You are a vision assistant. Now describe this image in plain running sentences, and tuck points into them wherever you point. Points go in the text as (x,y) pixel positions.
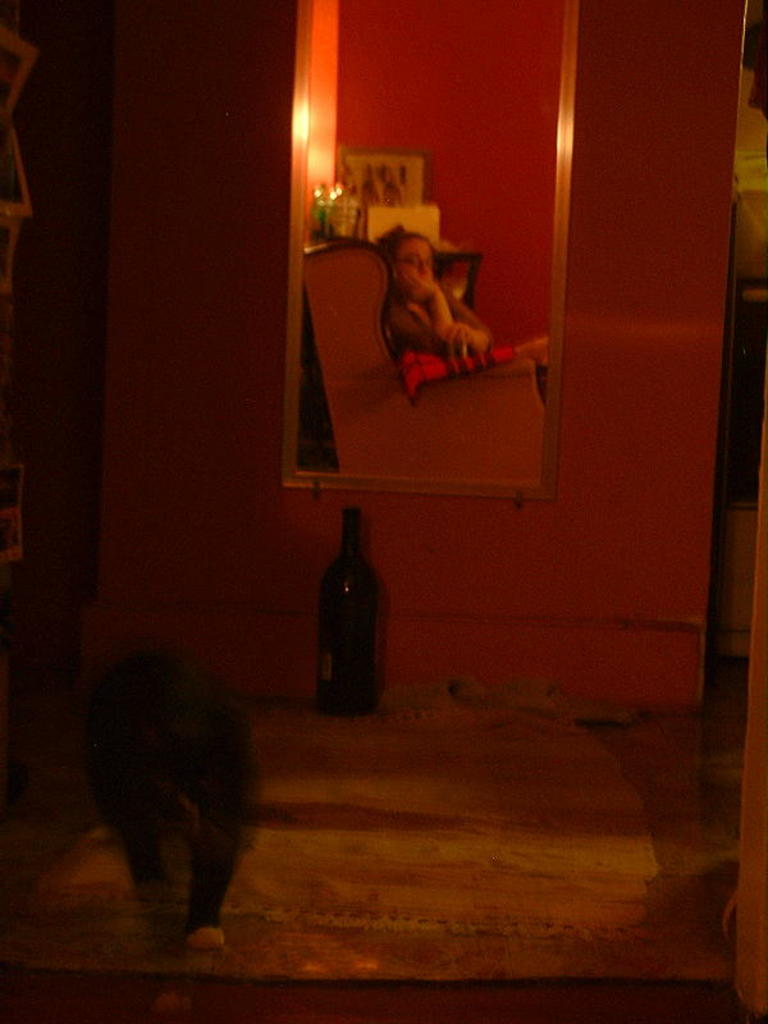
In this image, we can see a mirror (380,419) on the wall (227,444). We can see few reflections (429,320) in the mirror (422,364). Here a woman (421,345) is sitting on the chair (392,396). Background (317,228) we can see so many objects (390,201) and wall (421,146). In the middle of the image (357,604), we can see a bottle (335,656), few clothes (447,743). Left side of the image (192,723), there is an animal (196,736).
